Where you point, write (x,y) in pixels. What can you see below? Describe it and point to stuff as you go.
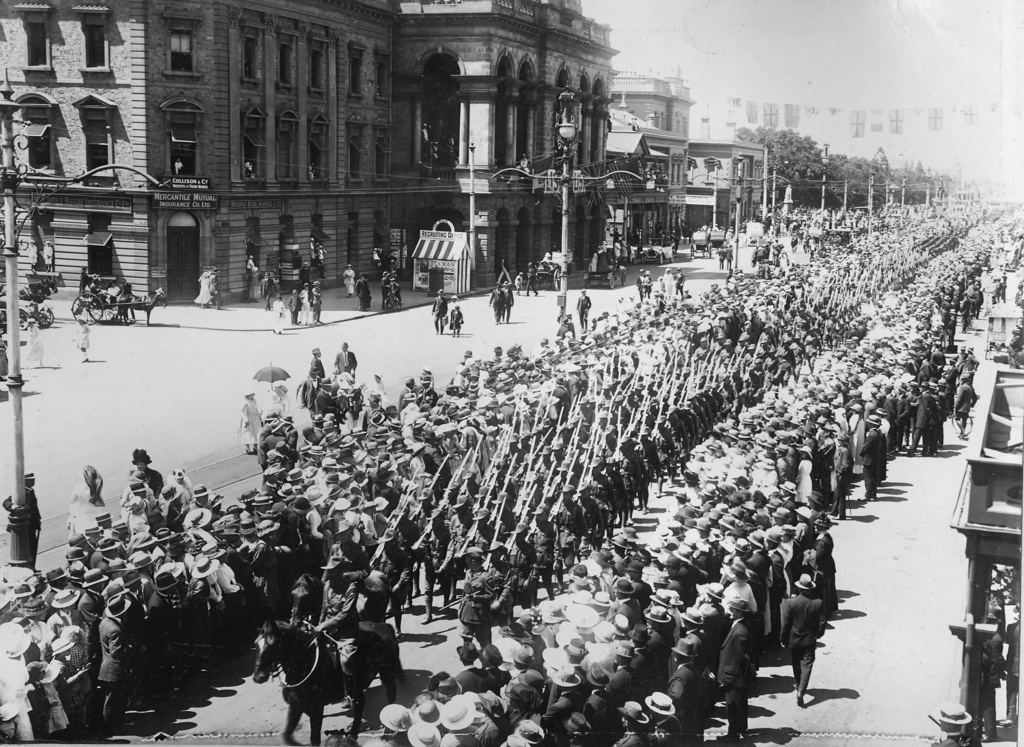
This is a black and white image. In the image we can see buildings (490,141), street poles (928,195), street lights (573,185), horse carts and persons (316,295) walking on the road (30,396).
